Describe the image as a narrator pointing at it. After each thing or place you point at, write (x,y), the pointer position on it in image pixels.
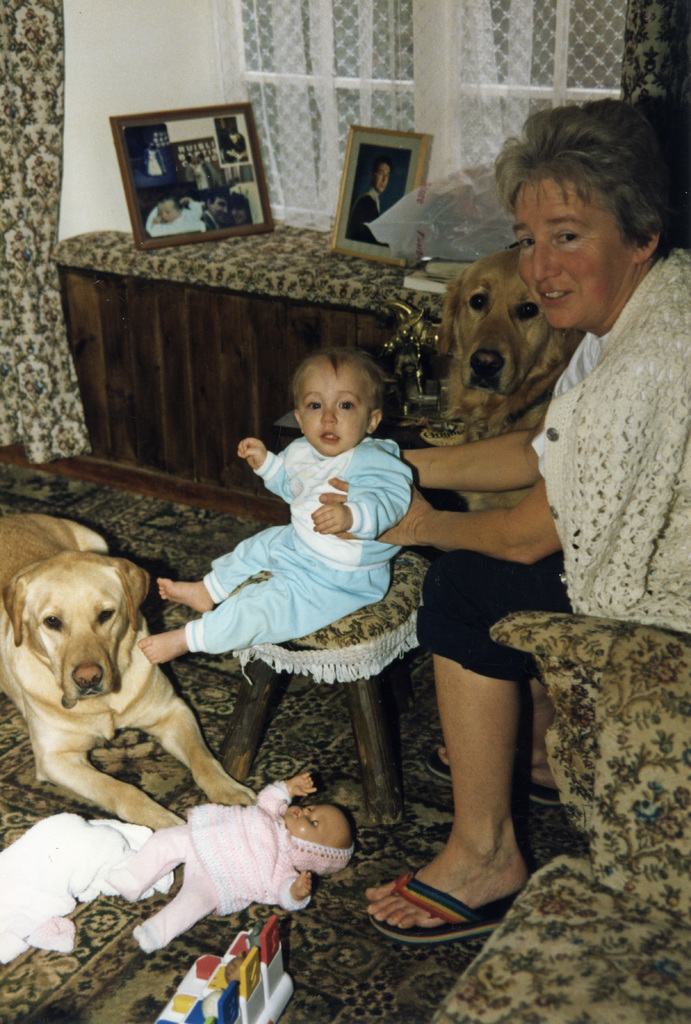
As we can see in the image there is a white color wall (109,44), curtain (445,34), window (423,34), photo frame (163,172), table (154,278), a dog (100,672), doll (216,850), child (312,612) sitting on stool (349,614) and women (632,405) sitting on sofa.
